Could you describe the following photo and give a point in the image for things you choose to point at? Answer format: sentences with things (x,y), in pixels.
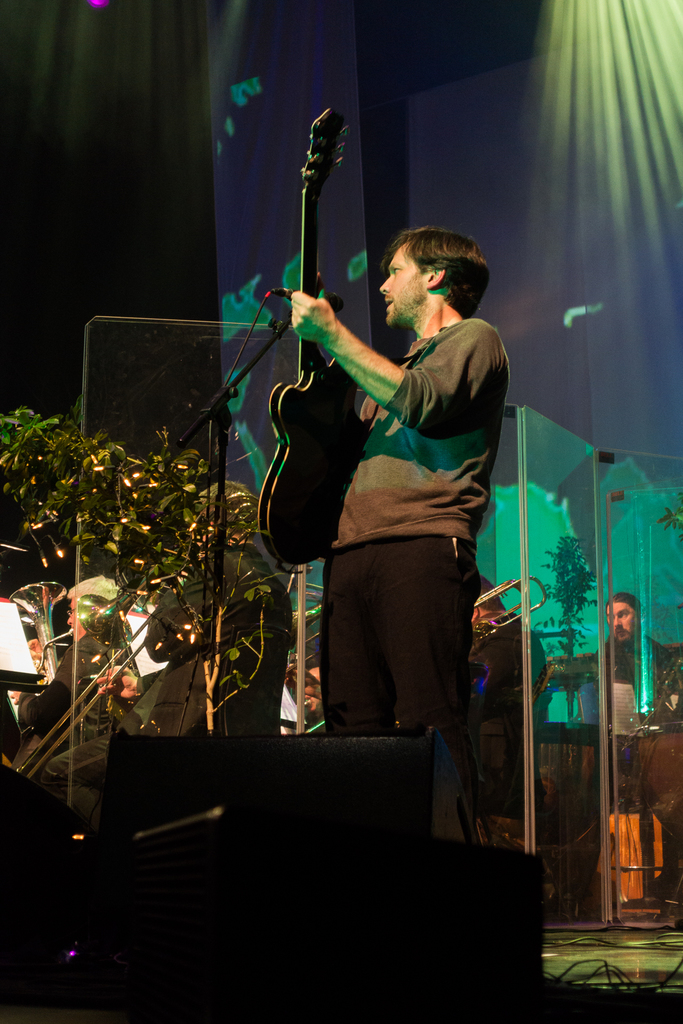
The man (368,520) in the middle of the picture (378,468), wearing grey sweater (409,430) and black pant (409,629) is holding guitar (340,514) in his hands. Behind him, we see two men (499,628) sitting and playing musical instruments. Behind this man (416,389), we see two men (209,604) playing brass instruments (81,699). Behind them, we see a blue wall (372,114).
